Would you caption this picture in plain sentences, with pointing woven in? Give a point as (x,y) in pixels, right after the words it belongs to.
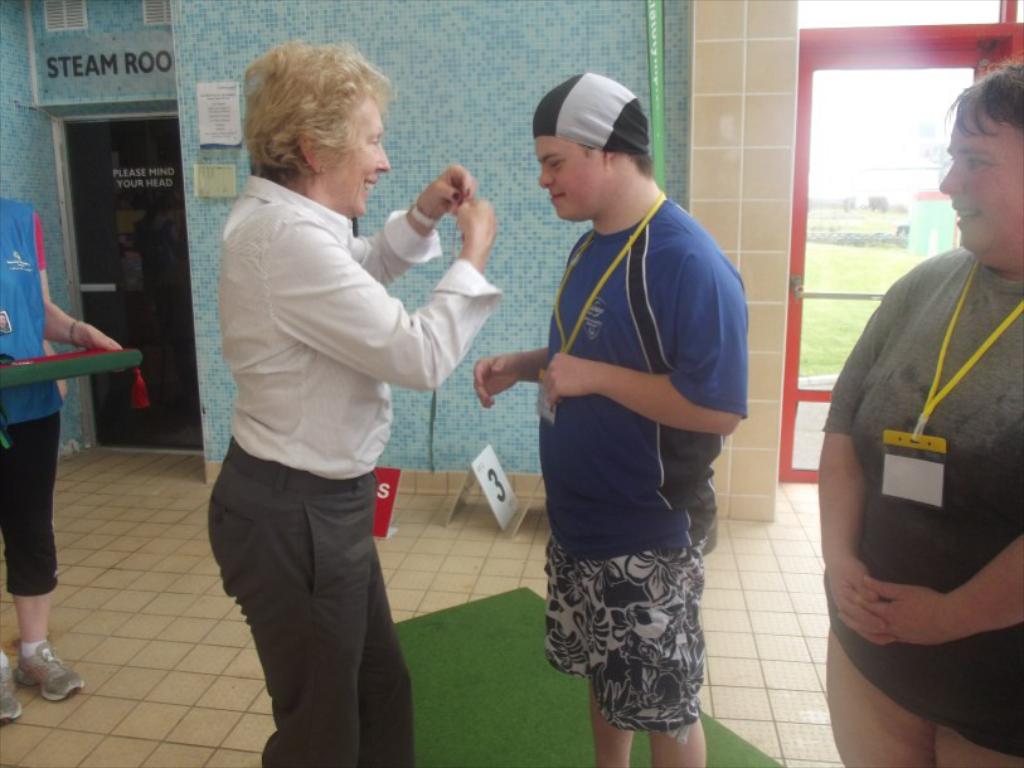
This image is taken indoors. At the bottom of the image (141,674) there is a floor (139,508) and there is a mat (468,645). In the middle of the image (628,288) a woman (396,670) and a man (698,679) are standing on the floor (453,601). On the right side of the image (946,496) there is a woman (910,580). On the left side of the image (50,683) a person (37,624) is standing on the floor (53,702) and holding a tray (67,364). In the background (12,89) there is a wall (182,62) with a door (175,355) and there is a board (135,65) with a text (168,67) on it.
